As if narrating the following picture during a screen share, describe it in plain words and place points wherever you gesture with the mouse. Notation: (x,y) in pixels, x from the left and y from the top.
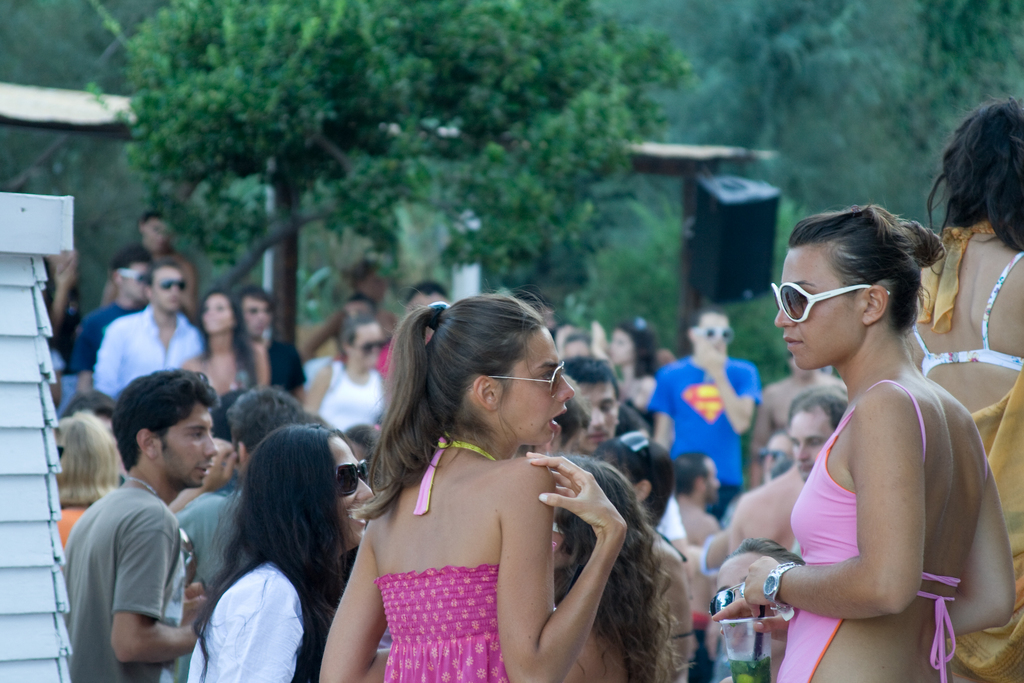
In this image there are two persons (424,453) with spectacles (559,363) are standing, and in the background (598,450) there are group of people (1018,317) standing, trees (573,142), speaker (753,222).
